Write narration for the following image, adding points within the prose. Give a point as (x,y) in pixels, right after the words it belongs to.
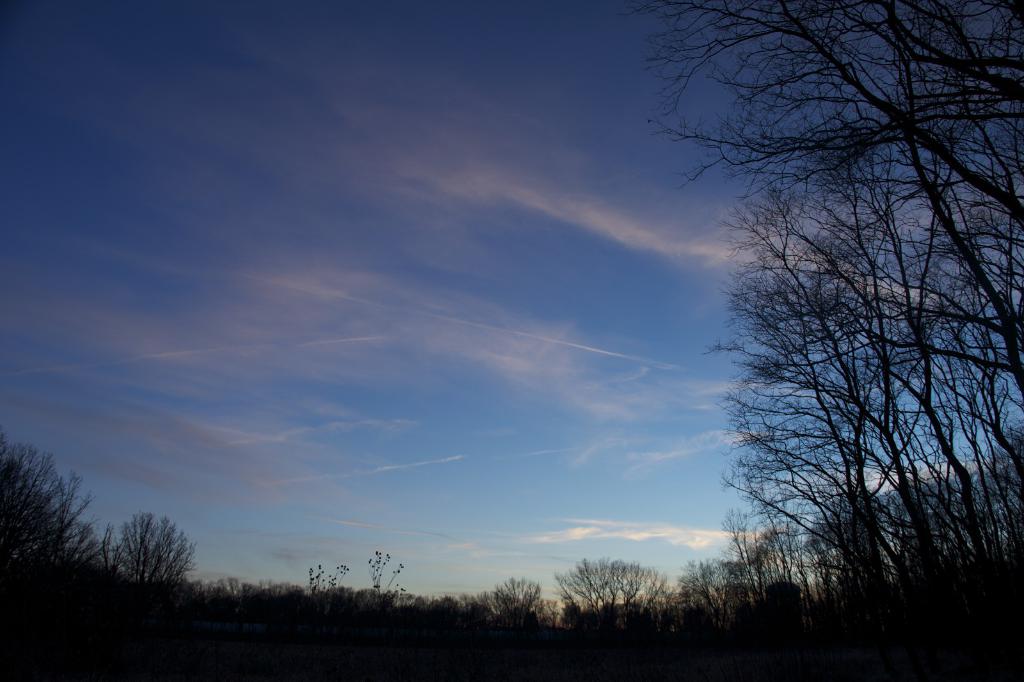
In this image we can see trees (836,519), sky (484,475) and clouds (488,189).
